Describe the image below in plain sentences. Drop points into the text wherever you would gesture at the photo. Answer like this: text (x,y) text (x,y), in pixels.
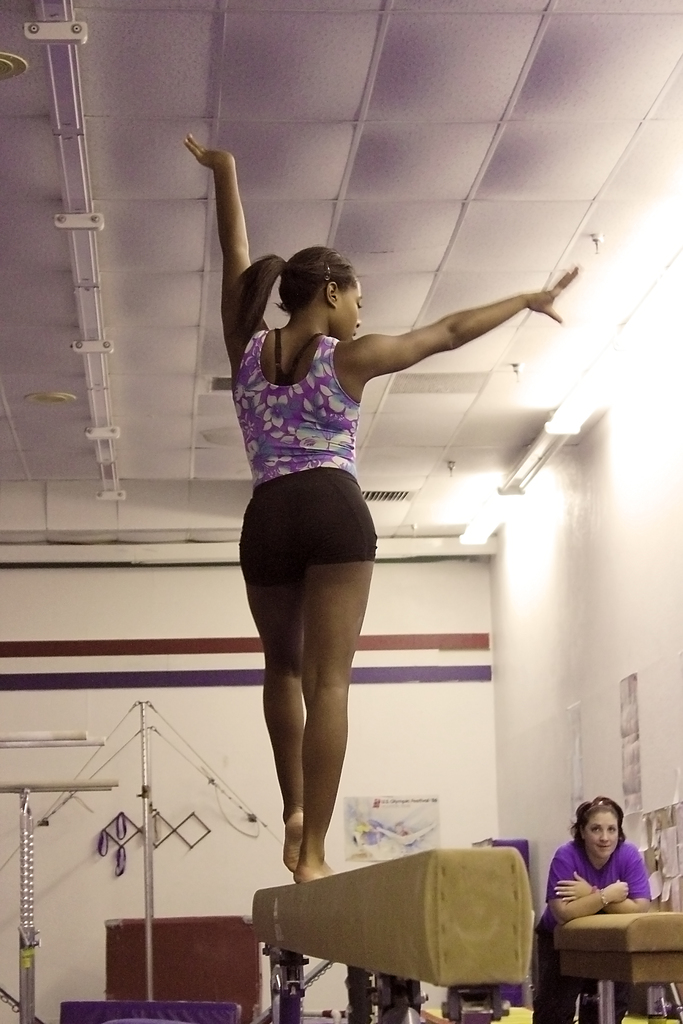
In the center of the image (297,465), we can see a lady (251,578) standing on the stand (355,892) and in the background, we can see an other lady (592,830) and there are papers (629,792) and some posters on the wall (375,759) and there are some other stands (148,821) and boards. At the top (68,328), there are lights (551,436) and there is a roof (449,383).
